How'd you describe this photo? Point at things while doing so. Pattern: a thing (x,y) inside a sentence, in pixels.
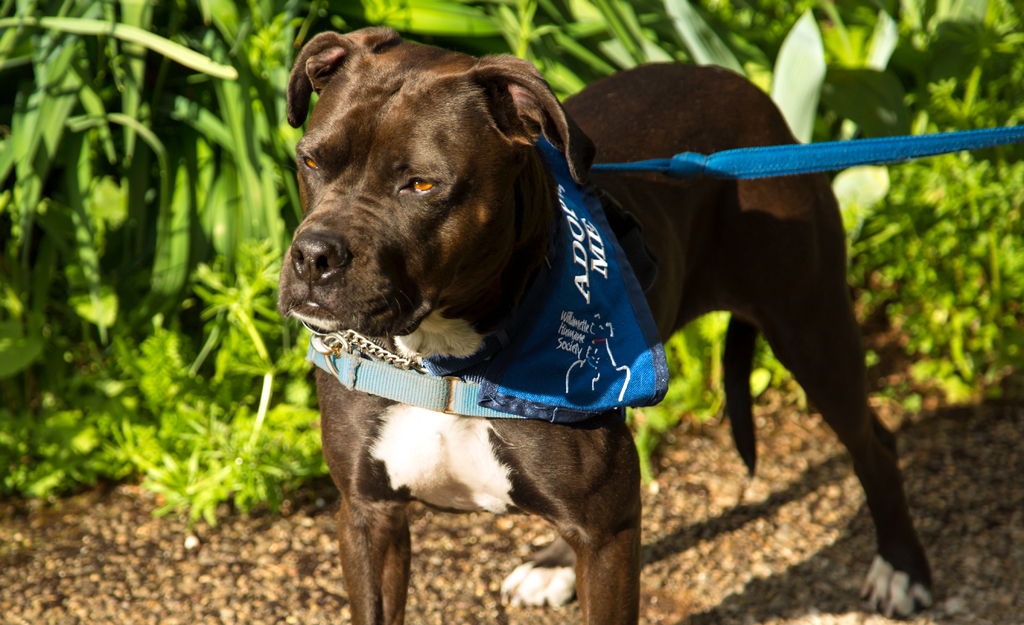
In this image I can see the dog (318,246) which is in white and brown color. I can see the blue color belt (474,399) to the dog (476,311). In the background (520,38) there are many plants (520,38).
